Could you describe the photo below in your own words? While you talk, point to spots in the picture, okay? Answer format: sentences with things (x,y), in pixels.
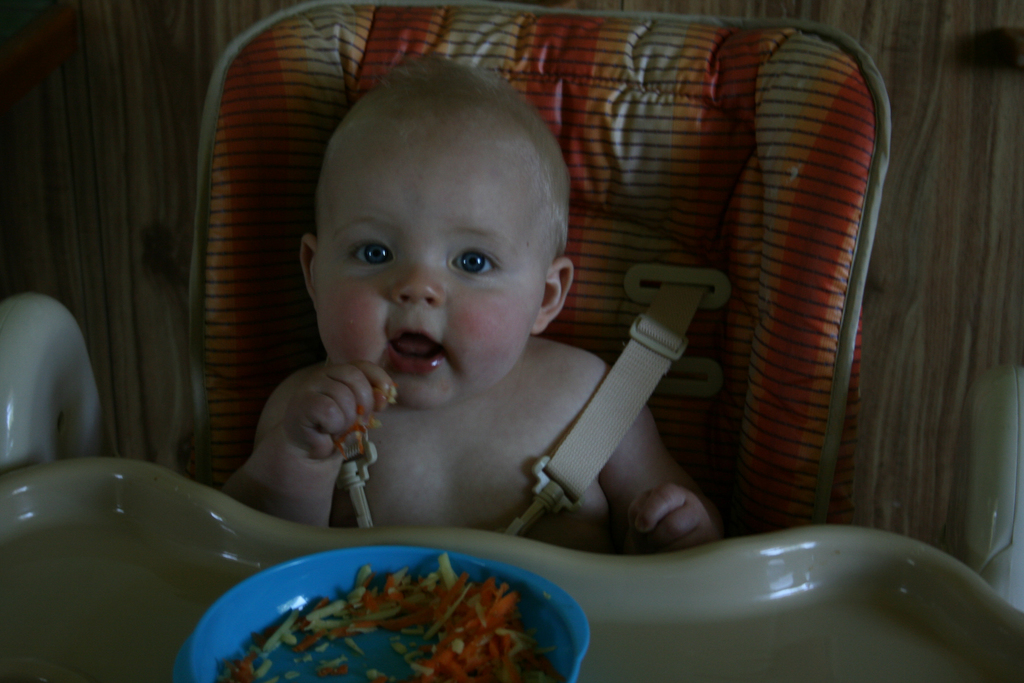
In the middle of the image (374,368) we can see a baby (341,366) is seated on the chair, in front of the baby (424,456) we can find food (391,584) in the bowl (383,629).
